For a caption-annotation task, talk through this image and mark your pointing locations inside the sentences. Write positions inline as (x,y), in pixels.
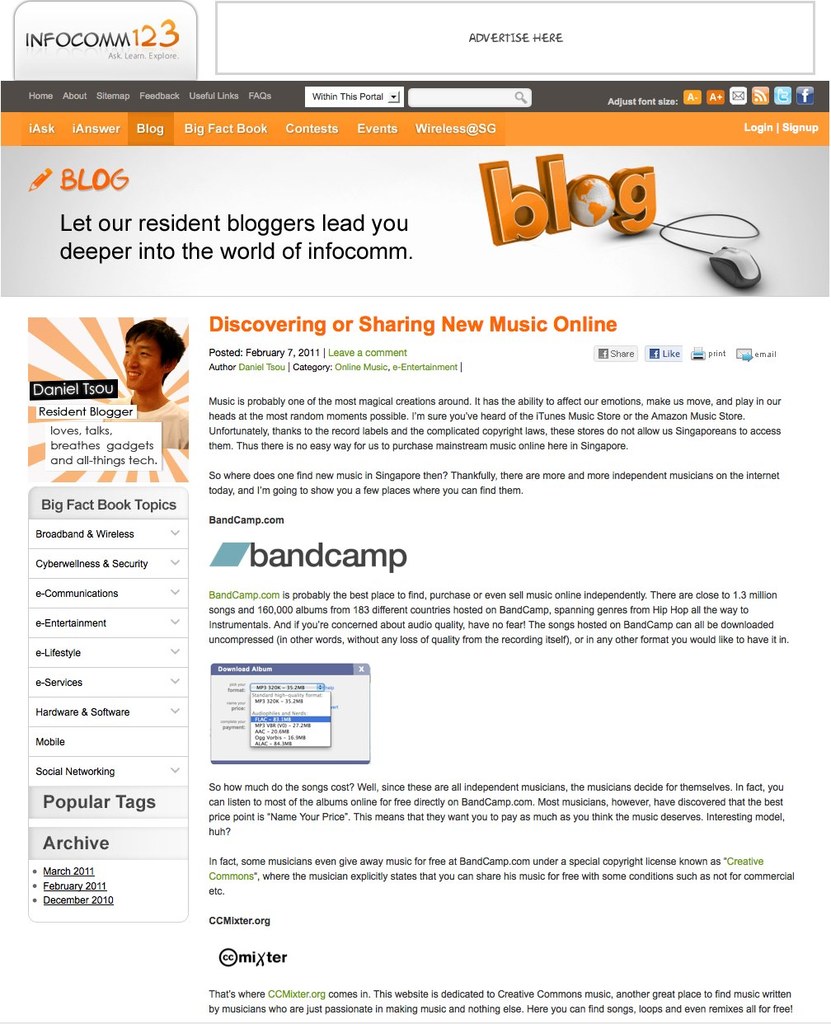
In this image I can see the homepage (39,720) of a blog (75,1009). I can see the logo (655,208) of the blog (411,463) with some text (300,553) and description (454,449) about the blog (503,386).
